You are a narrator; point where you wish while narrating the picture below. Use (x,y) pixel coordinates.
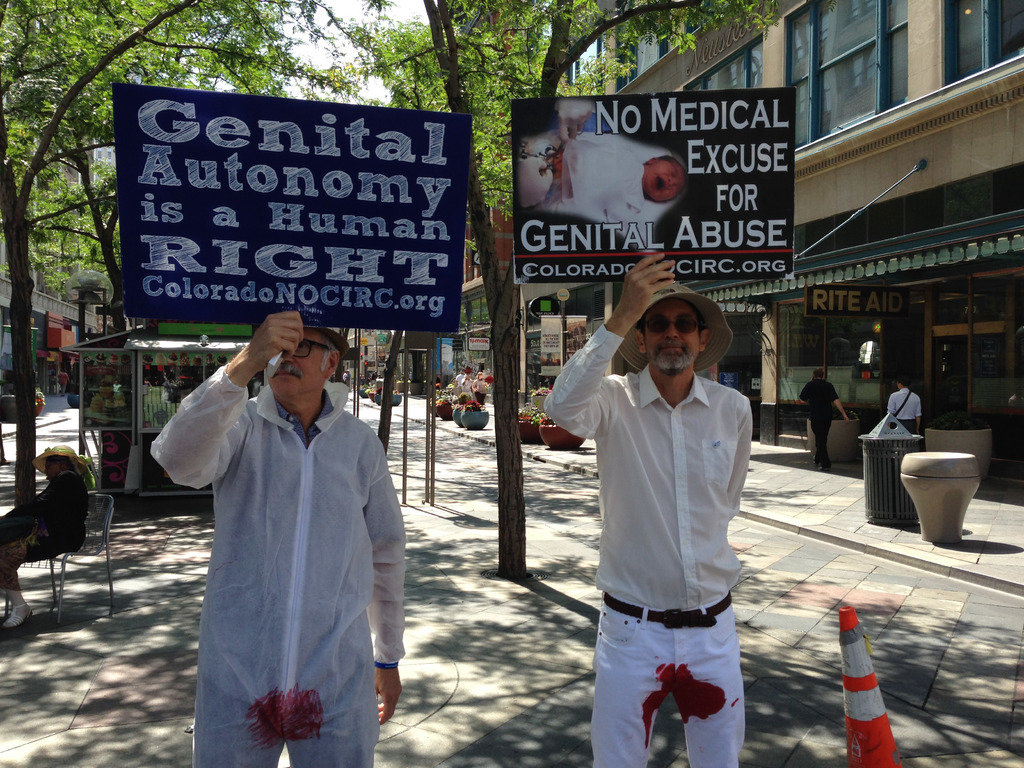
In the center of the image (610,477) we can see persons (660,553) standing on the road (545,723) holding boards (144,254). In the background (63,84) we can see trees (505,21), buildings (42,301), poles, persons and sky (335,32).
